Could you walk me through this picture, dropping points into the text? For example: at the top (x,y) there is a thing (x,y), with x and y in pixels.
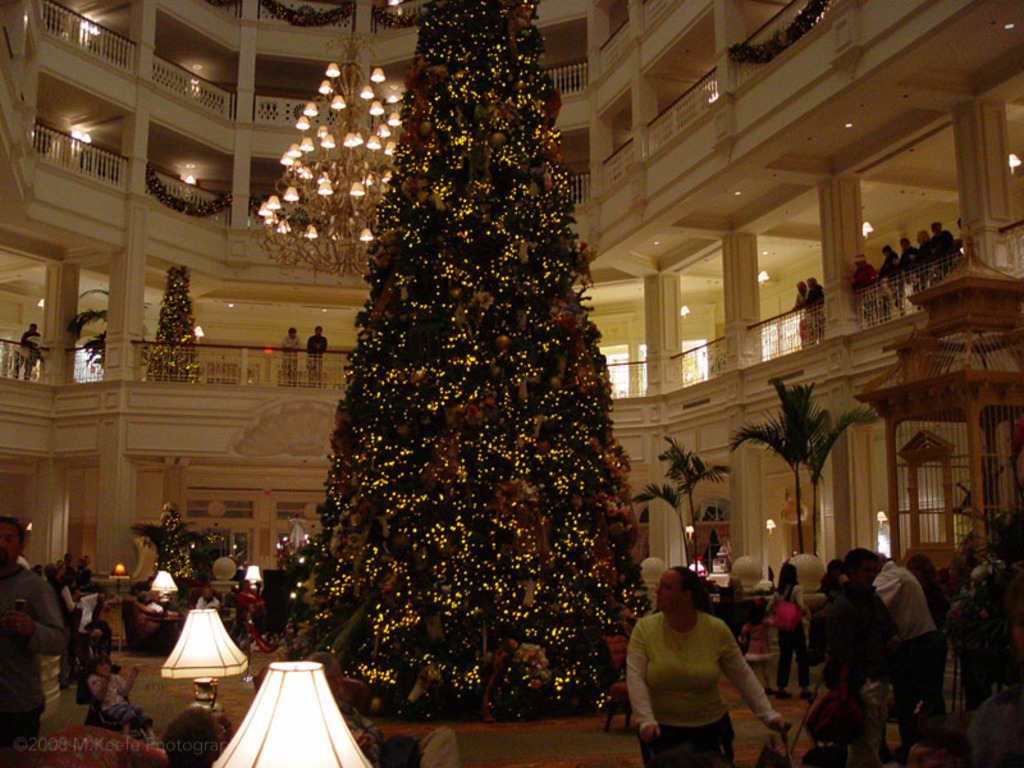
In this image we can see there are so many people (716,671) standing on the ground floor (585,749), behind them there are trees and lamps (251,747), also chandelier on the top (290,252).
